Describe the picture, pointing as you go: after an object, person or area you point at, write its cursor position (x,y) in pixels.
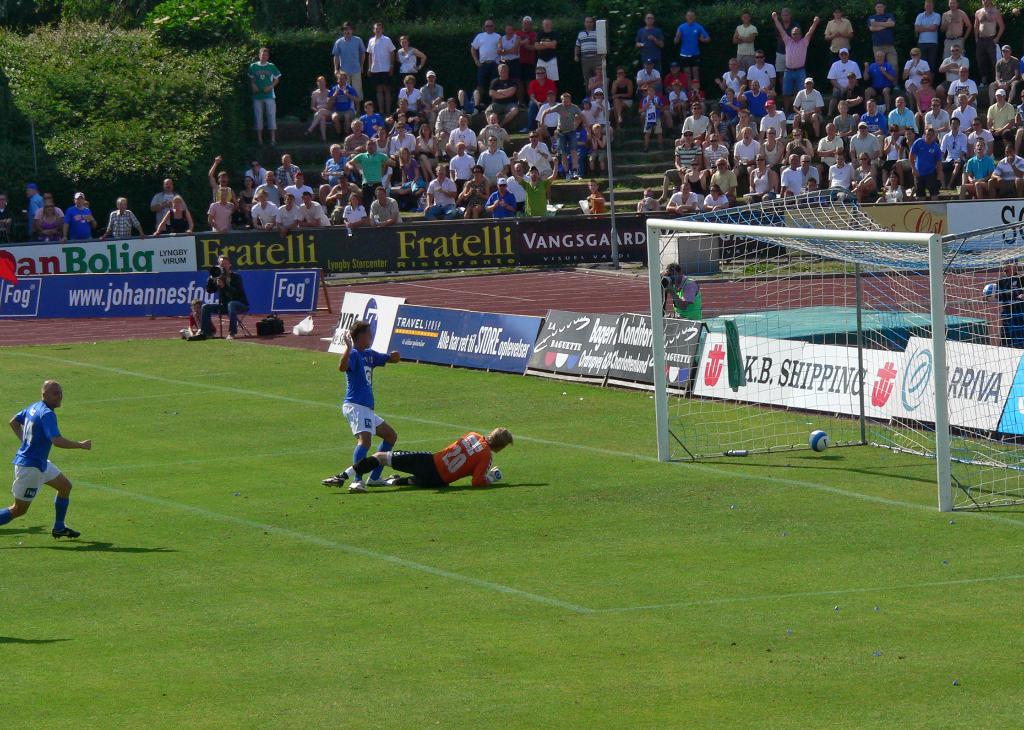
In this image there are plants (200,69) towards the top of the image (124,69), there are group of audience (356,188), there are staircase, there are boards (626,358), there is text (180,258) on the boards (624,331), there is a man (228,293) sitting on the chair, he is holding an object (216,279), there is a man (695,308) standing, he is taking a photograph, there is a net (719,285) towards the right of the image (859,450), there is grass (823,419) towards the bottom of the image (114,603), there are three men players (431,466).
